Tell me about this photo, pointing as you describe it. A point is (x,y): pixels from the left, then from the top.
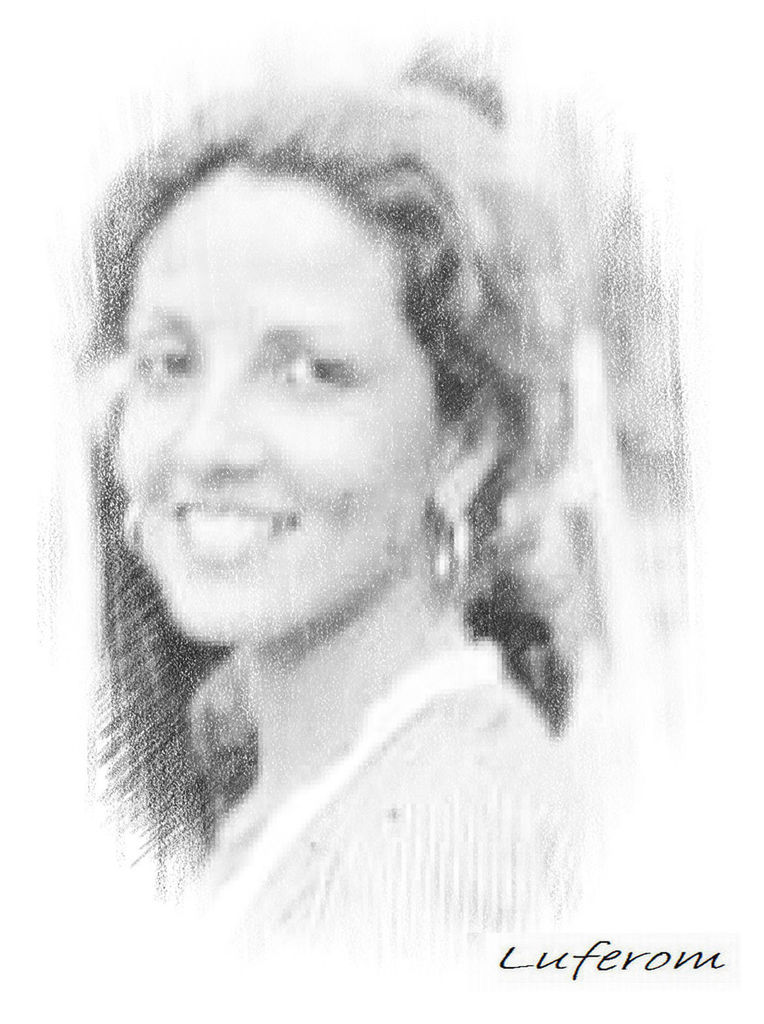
In this image I see the sketch (322,395) of a woman (305,592) and I see that the woman (284,561) is smiling and I see the watermark (586,939) over here and it is white in the background (340,13).
